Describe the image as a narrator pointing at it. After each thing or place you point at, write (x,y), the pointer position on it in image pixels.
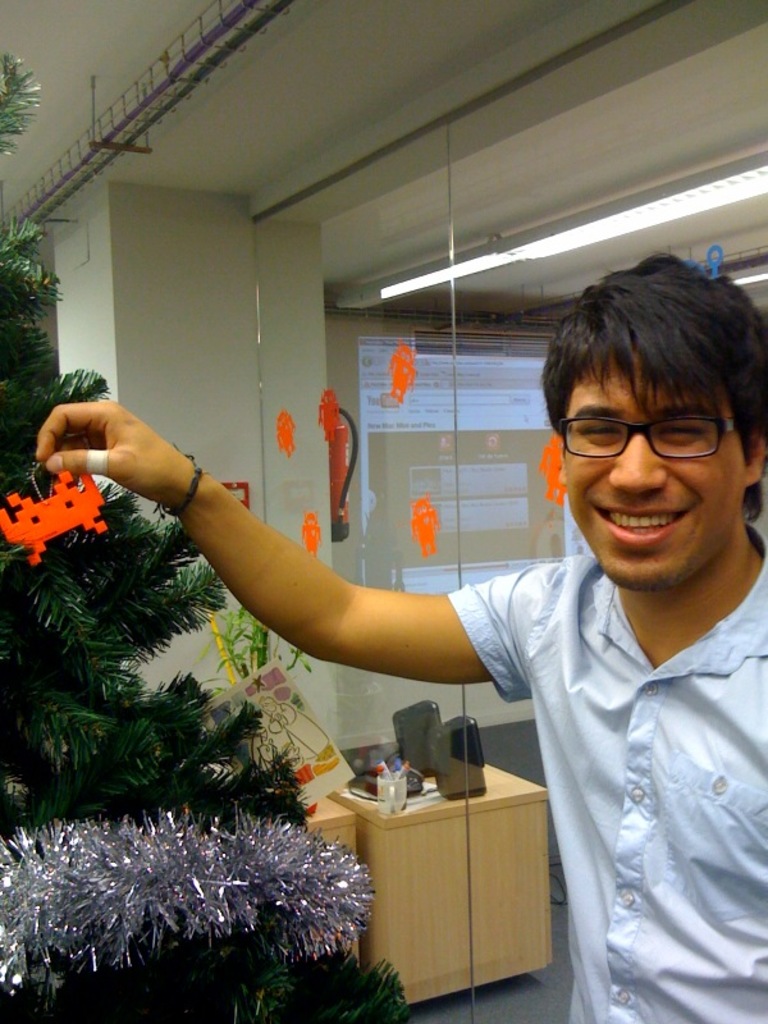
On the right side of the image (641,601) there is man (645,668) with spectacles (704,417) is smiling and he is holding a toy (46,526) in the hand (140,463). On the left side of the image (95,608) there is a tree (172,801) with a decorative thing (92,823). Behind that there is a table (418,873) with some objects (302,751) on it. And also there is a glass wall (374,430) with stickers (328,400) in it. On the glass wall (369,326) there is a reflection (412,289) of lights (416,289) and screen (383,403). At the top of the image (118,159) there is ceiling (118,159) with rods (93,135).
